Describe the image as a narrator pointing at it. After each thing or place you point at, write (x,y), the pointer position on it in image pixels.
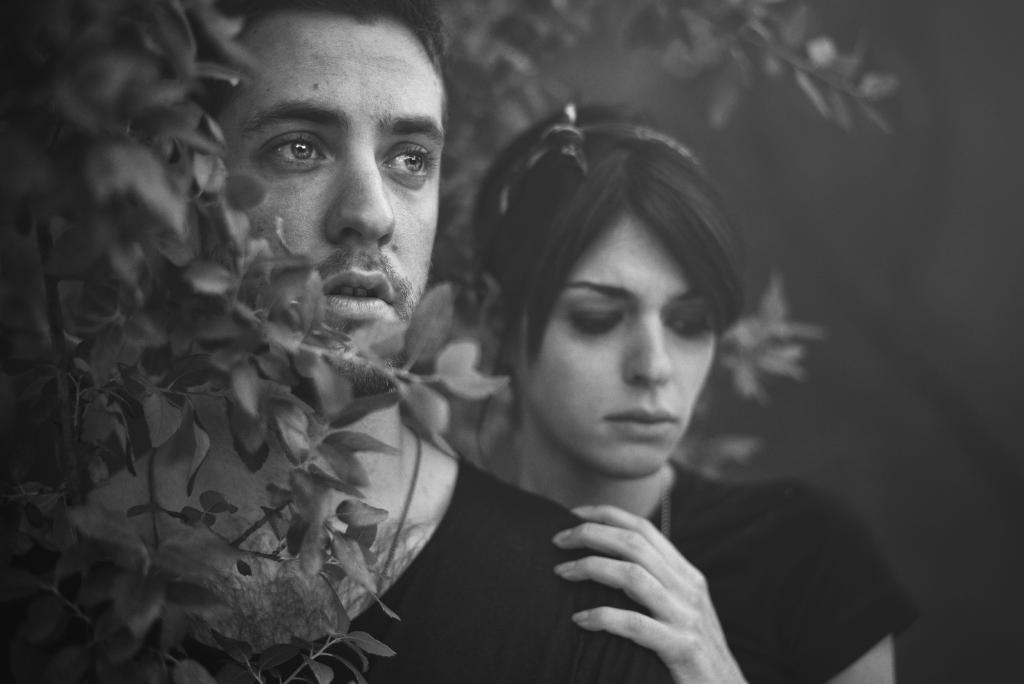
In this picture I can see there is a man (344,210) and a woman (610,548) standing, the man (335,234) is looking at the right side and the woman (664,338) is looking at the floor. There is a plant (188,403) at left side (71,263) and in the backdrop (771,142) is blurred.
